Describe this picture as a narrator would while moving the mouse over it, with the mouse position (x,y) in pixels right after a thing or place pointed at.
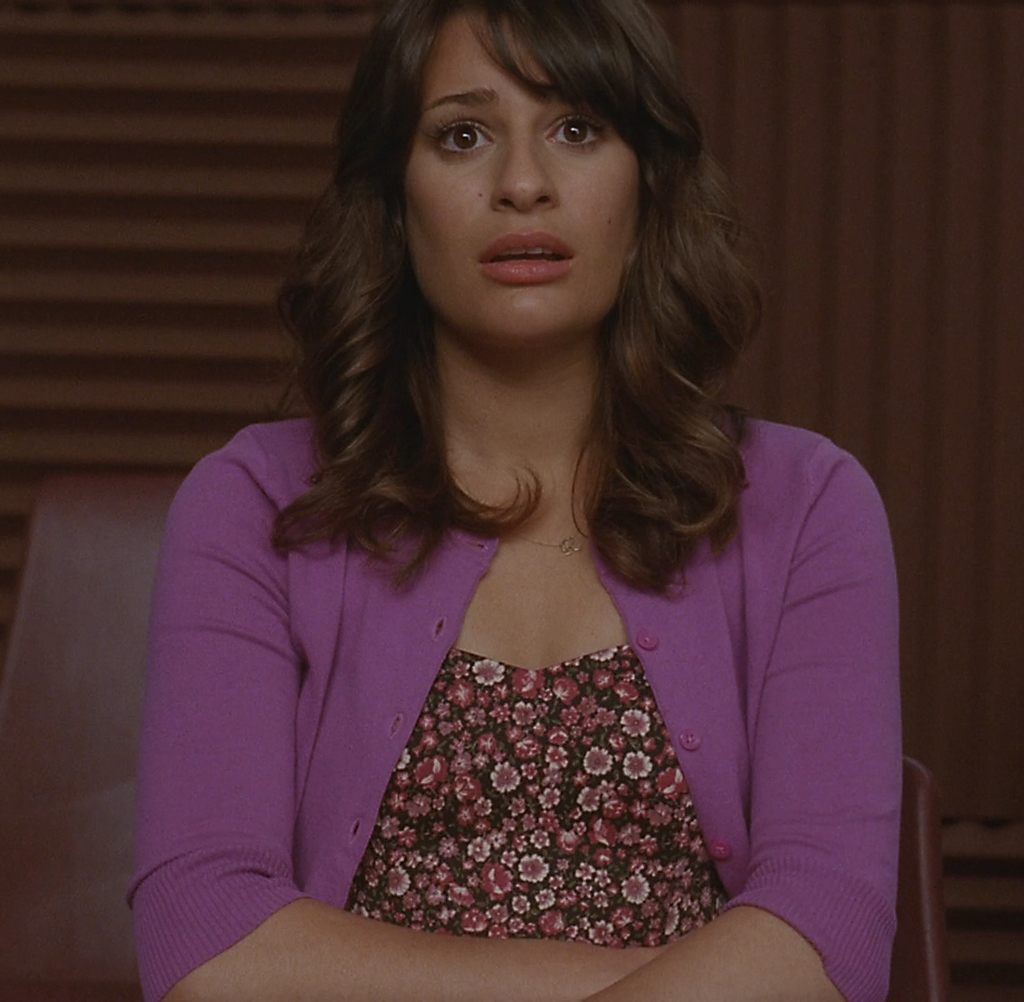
In this image there is a girl (677,513) wearing purple sweater (724,577) sitting on the chair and looking straight.
